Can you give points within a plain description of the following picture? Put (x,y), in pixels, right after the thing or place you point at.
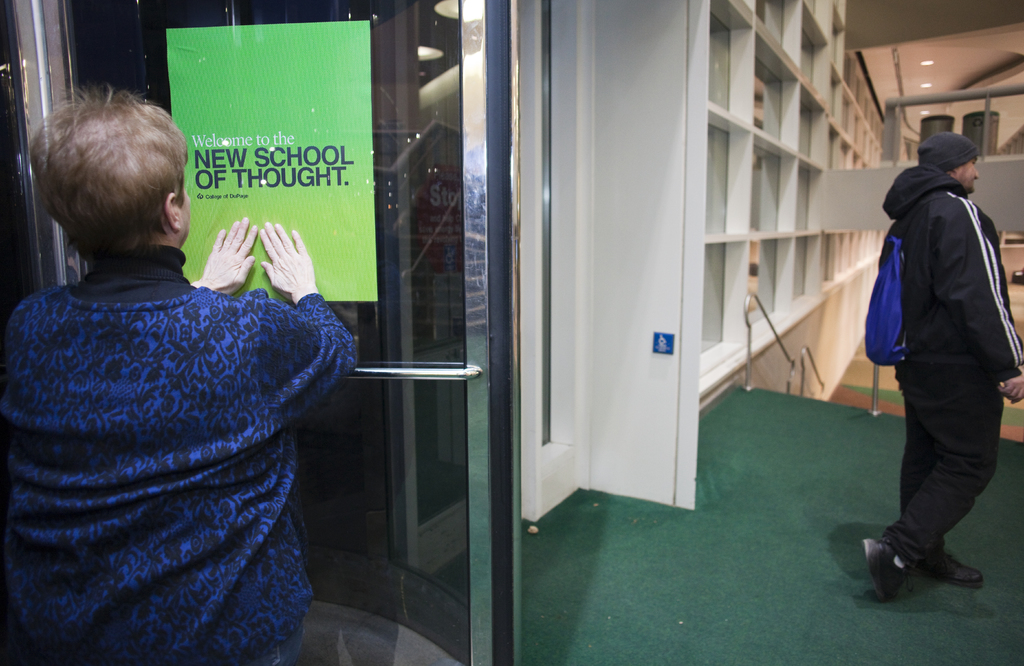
In this picture there is an old woman (237,477) wearing a blue sweater (216,463) is sticking a green paper (252,253) on the glass door (456,398). Behind we can see a man (960,390) wearing black jacket (954,359) is walking. In the background (807,130) there are some white color windows (856,241).
